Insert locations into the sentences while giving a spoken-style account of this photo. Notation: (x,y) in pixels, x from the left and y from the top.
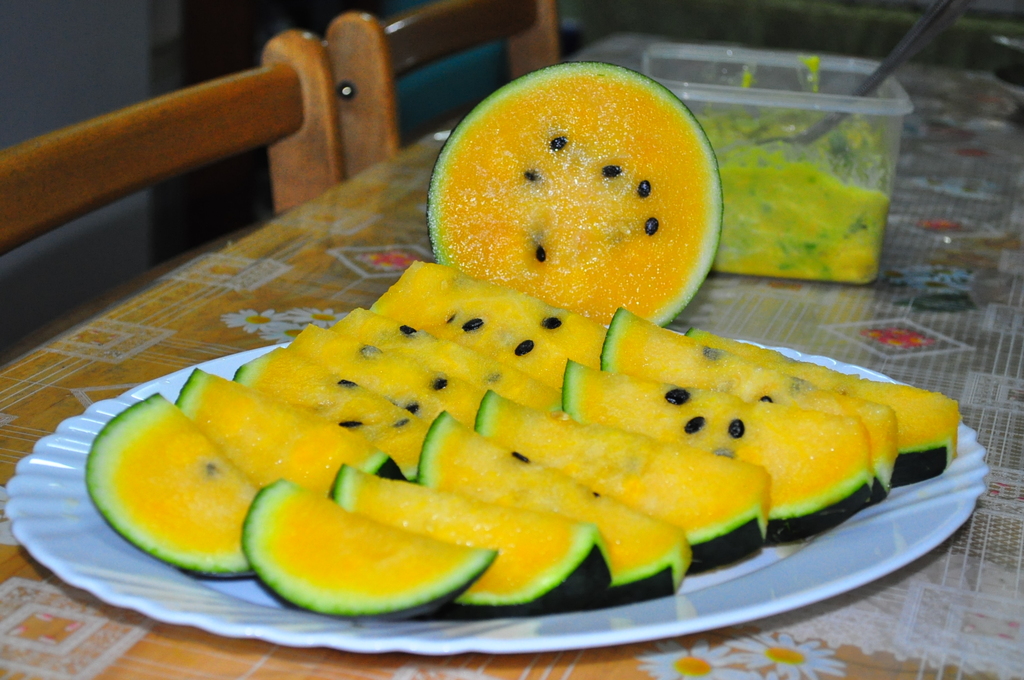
In this image, we can see some food items (376,430) in a plate (135,562) and a box (781,119) are placed on the table (59,660). We can also see some chairs (474,13).
